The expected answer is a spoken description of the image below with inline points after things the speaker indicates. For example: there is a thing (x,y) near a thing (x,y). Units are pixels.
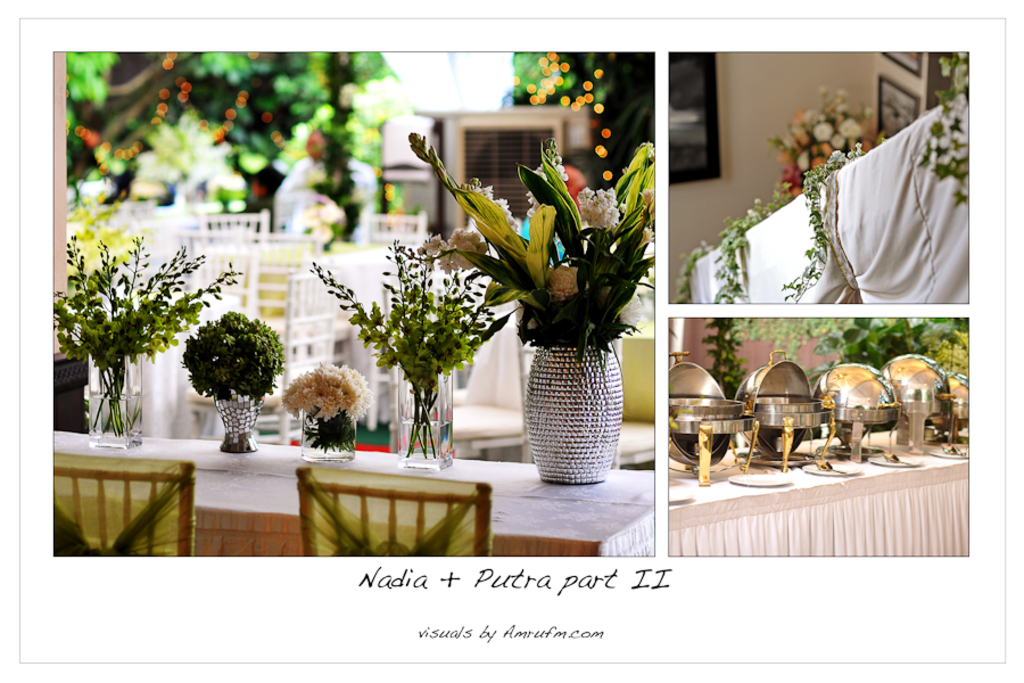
In this image I can see photo collage where I can see plants (258,369) in pots (113,416), few chairs (433,532), few utensils (749,399) and white colour table cloths (610,517). In background (245,301) I can see few chairs (309,255), trees (239,67) and I can see this image is little bit blurry from background (270,68). Here I can see something is written.
